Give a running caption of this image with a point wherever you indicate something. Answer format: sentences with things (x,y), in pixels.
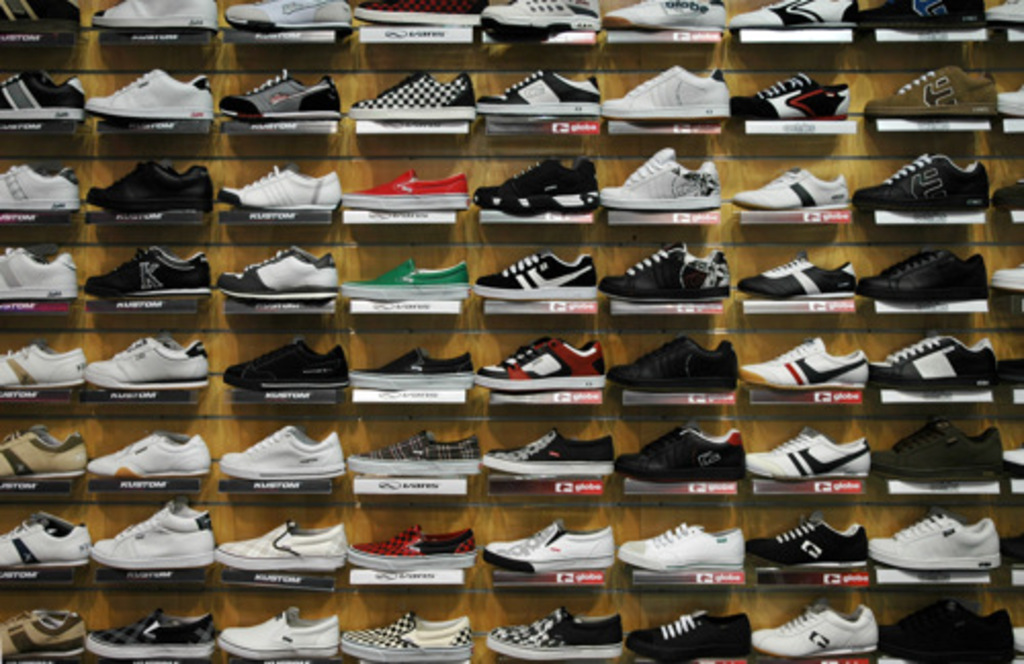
In this image I can see number of shoes (974,625) on these racks (550,133). I can also see something is written on every rack (209,663).
